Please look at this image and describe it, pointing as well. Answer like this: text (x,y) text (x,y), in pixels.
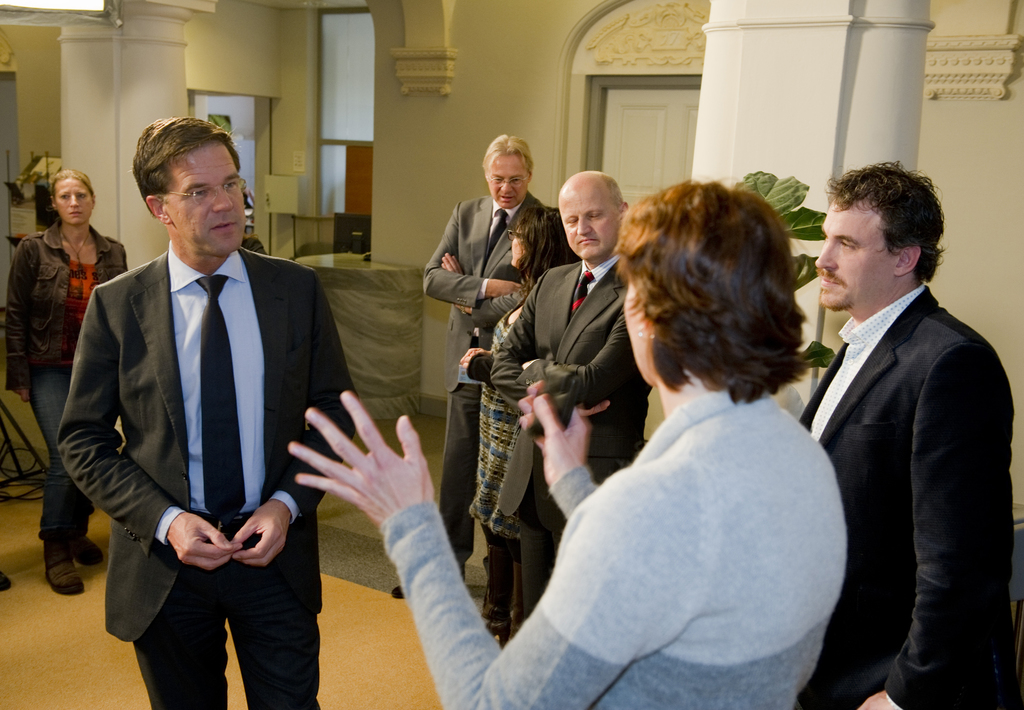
In this picture we can see some people (510,524) are standing and wearing coats (147,355) and a lady (762,456) is holding an object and talking and remaining all are listening. In the background of the image (330,210) we can see the wall (461,144), pillars (799,137), doors (610,145), carving (999,91) on the wall (557,177), tables (343,314), board (28,214), stand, wire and some other objects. At the bottom of the image (373,592) we can see the floor (356,597).
